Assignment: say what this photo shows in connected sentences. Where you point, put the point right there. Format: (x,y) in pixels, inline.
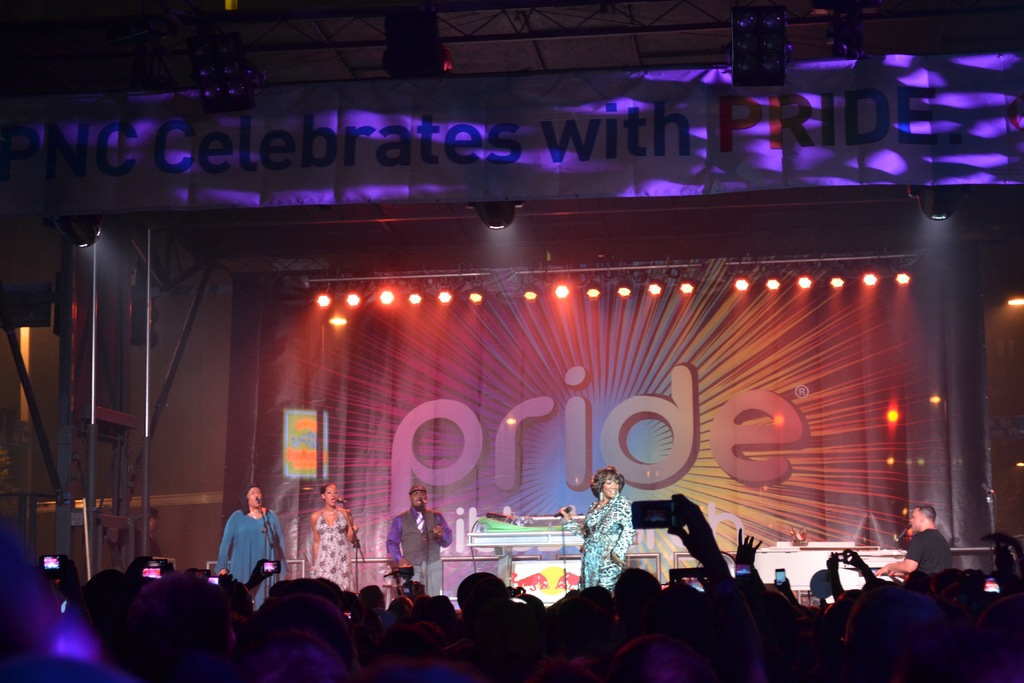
In this image we can see a few people (736,613), some of them are holding cell phones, five people (424,519) are on the stage (361,511), three persons (238,517) are singing, there are some mics (353,529), lights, poles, boards (503,164) with some text (584,135) written on it.
